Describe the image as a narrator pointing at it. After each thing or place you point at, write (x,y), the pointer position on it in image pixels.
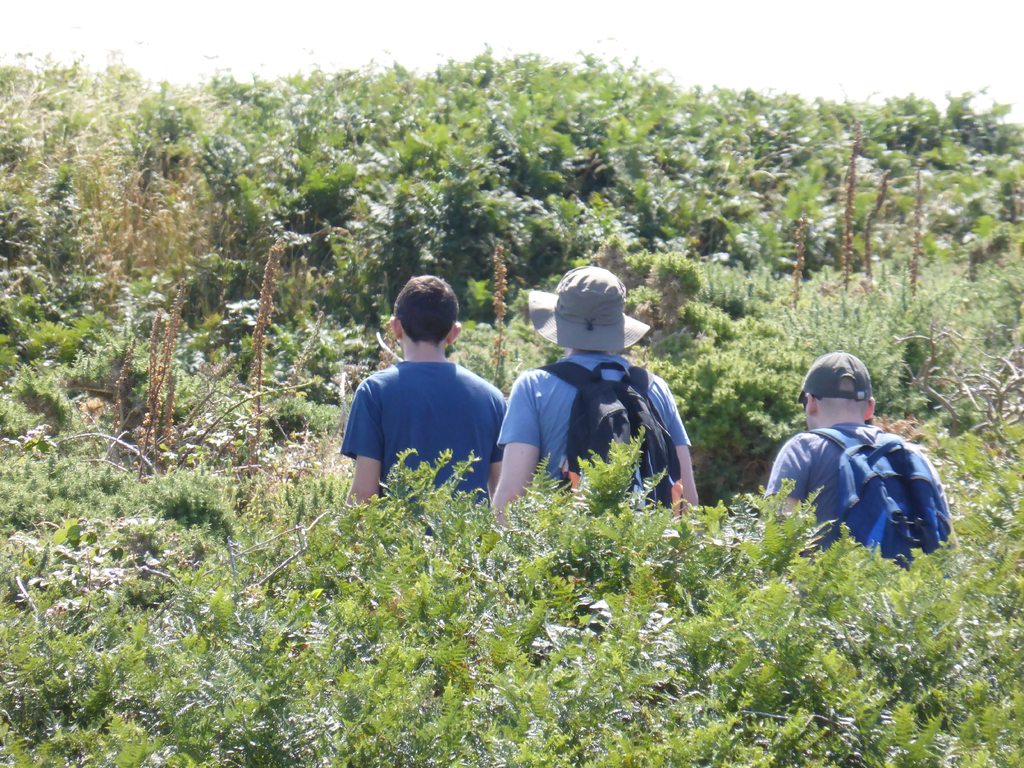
There are plants (394,601) having green color leaves (637,620) on the ground (497,663). In the background (901,252), there are three persons (573,302), there are plants (509,273) and trees (250,103) on the ground (829,141) and there are clouds (923,23) in the sky (923,23).
